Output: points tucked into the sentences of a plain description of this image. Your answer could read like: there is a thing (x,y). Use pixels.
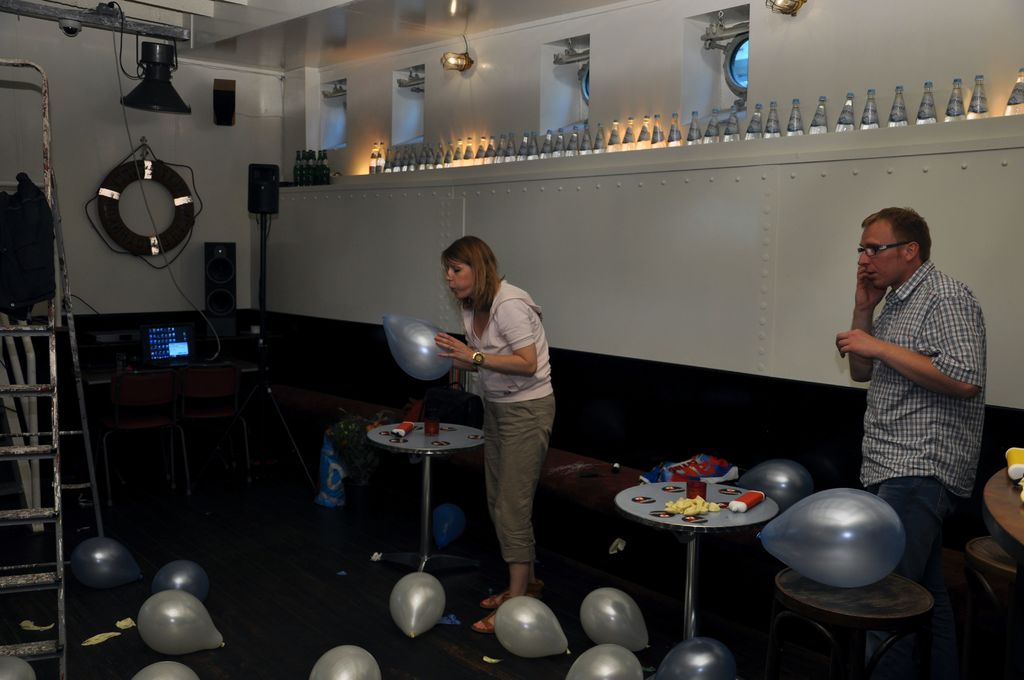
There is a woman (482,377) standing holding a balloon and there is a man (883,350) speaking in mobile phone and there is a table (635,490) with balloons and there is a ladder (61,662) some balloons (16,674) on floor (733,633).
